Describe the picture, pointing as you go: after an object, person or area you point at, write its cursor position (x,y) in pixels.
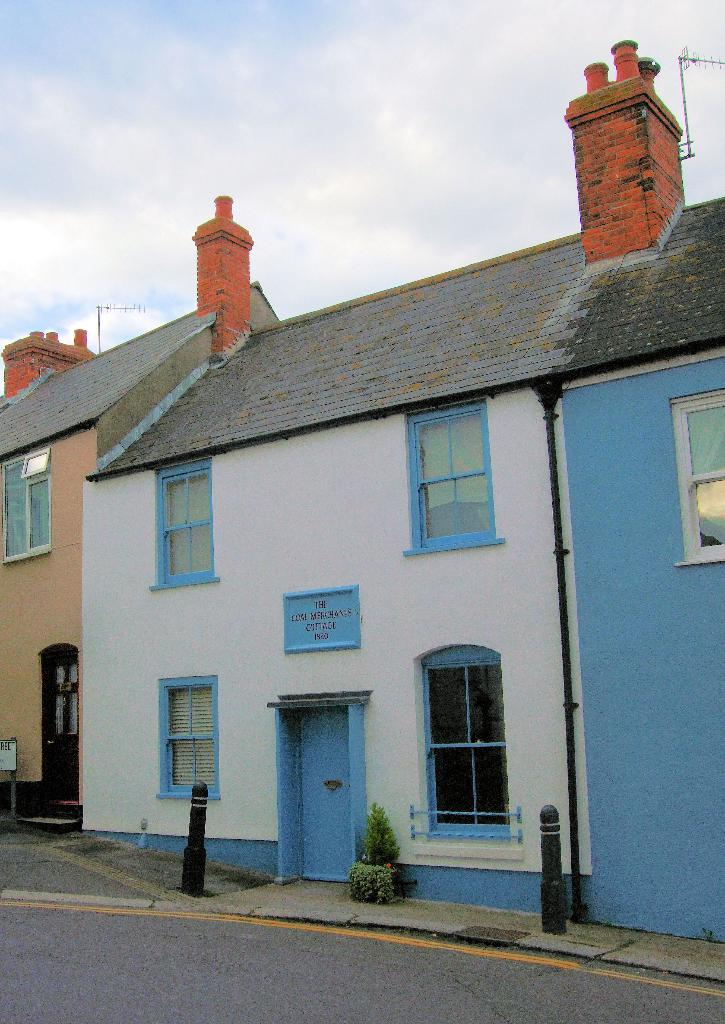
In this picture I can see houses (287,458) and I can see text (326,620) on the wall (370,665) and I can see a plant (373,861) in the pot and a blue cloudy sky (374,74).
